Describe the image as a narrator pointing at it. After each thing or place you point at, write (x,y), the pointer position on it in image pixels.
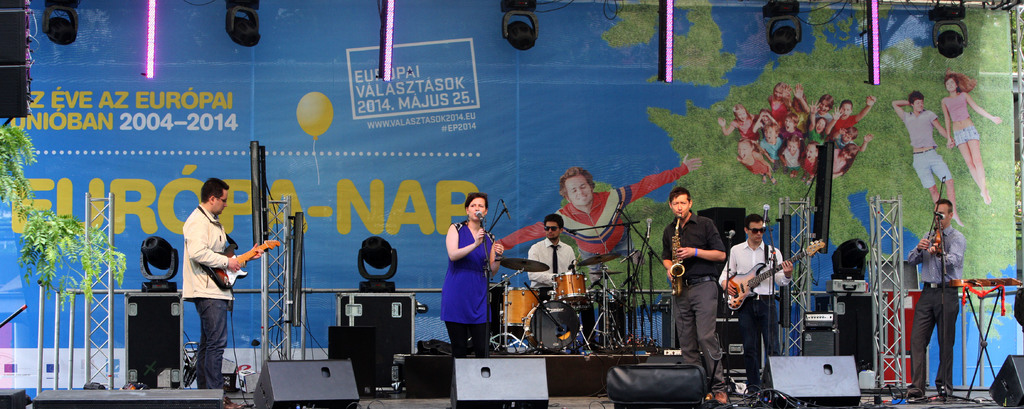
As we can see in the image, there are a group of people (684,216) standing on stage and playing different types of musical instruments (569,293). The women (473,272) who is standing in the middle (475,236) is singing a song and in the background (236,155) there is a blue color background (654,97).
